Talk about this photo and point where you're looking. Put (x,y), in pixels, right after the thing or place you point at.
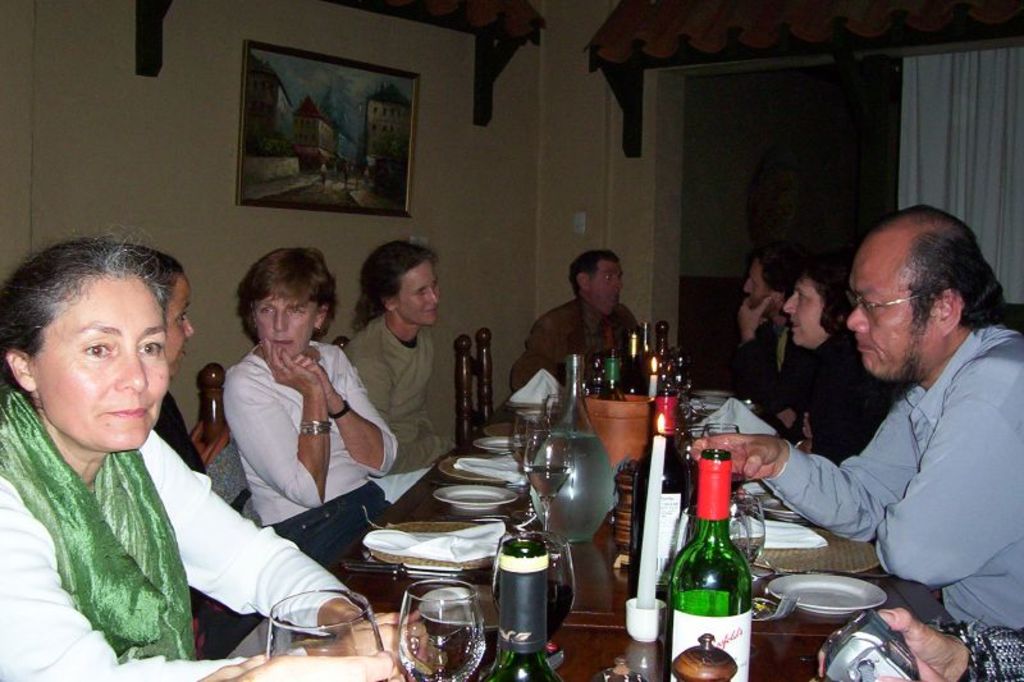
This is a picture where we have some group of people (564,336) sitting on the chair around the table (506,522) and on the table (490,482) we have some things (545,468) placed and there is a frame (374,104) to the wall (503,95) and a curtain (979,115).
